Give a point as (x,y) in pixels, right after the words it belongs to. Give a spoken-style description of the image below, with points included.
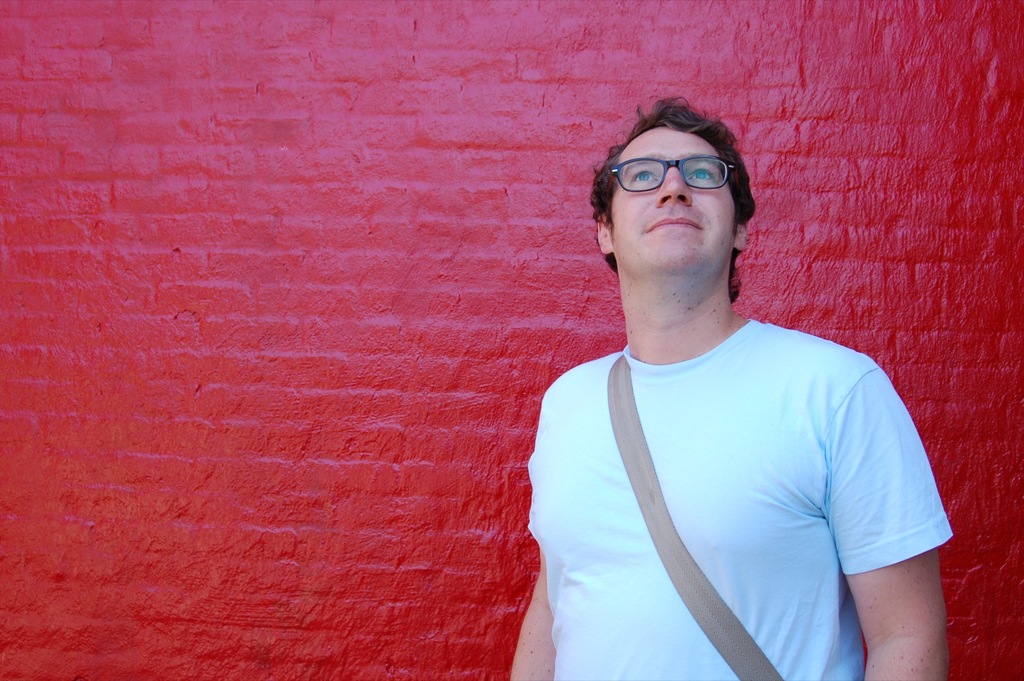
In this image there is a man (757,570) in the middle (651,440) who is wearing the bag (765,670) and spectacles (632,170). In the background (397,113) there is a wall (378,162) on which there is red color paint (121,241).
